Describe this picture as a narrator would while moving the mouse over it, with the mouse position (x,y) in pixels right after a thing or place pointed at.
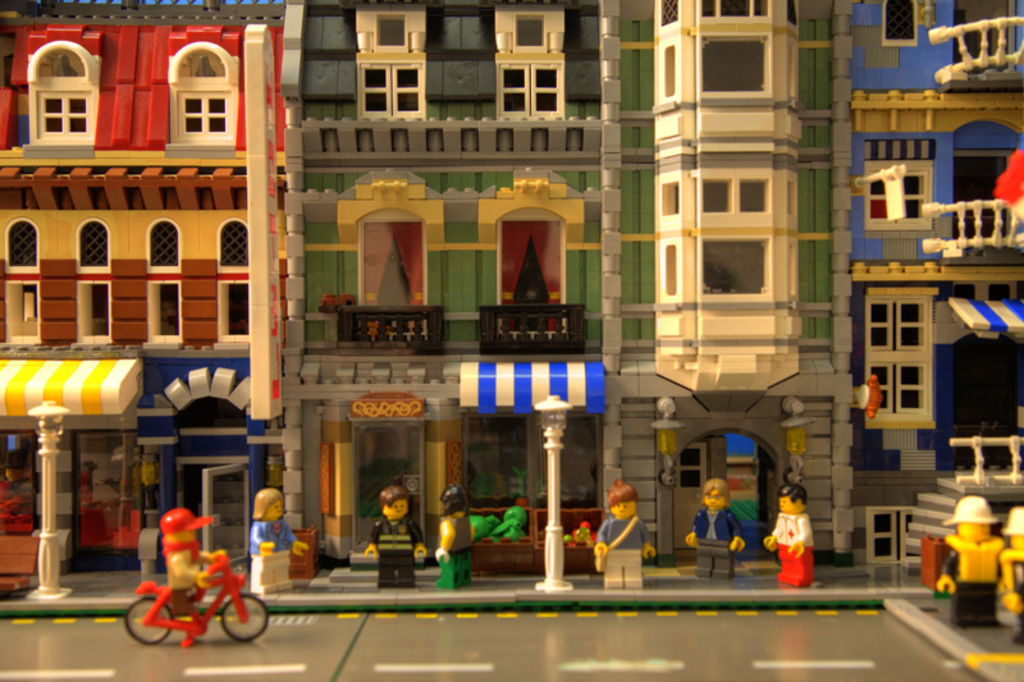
This picture consists of lego (466,117) in the image, which contains toy buildings (447,345) and toy people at the bottom side of the image (618,495).
